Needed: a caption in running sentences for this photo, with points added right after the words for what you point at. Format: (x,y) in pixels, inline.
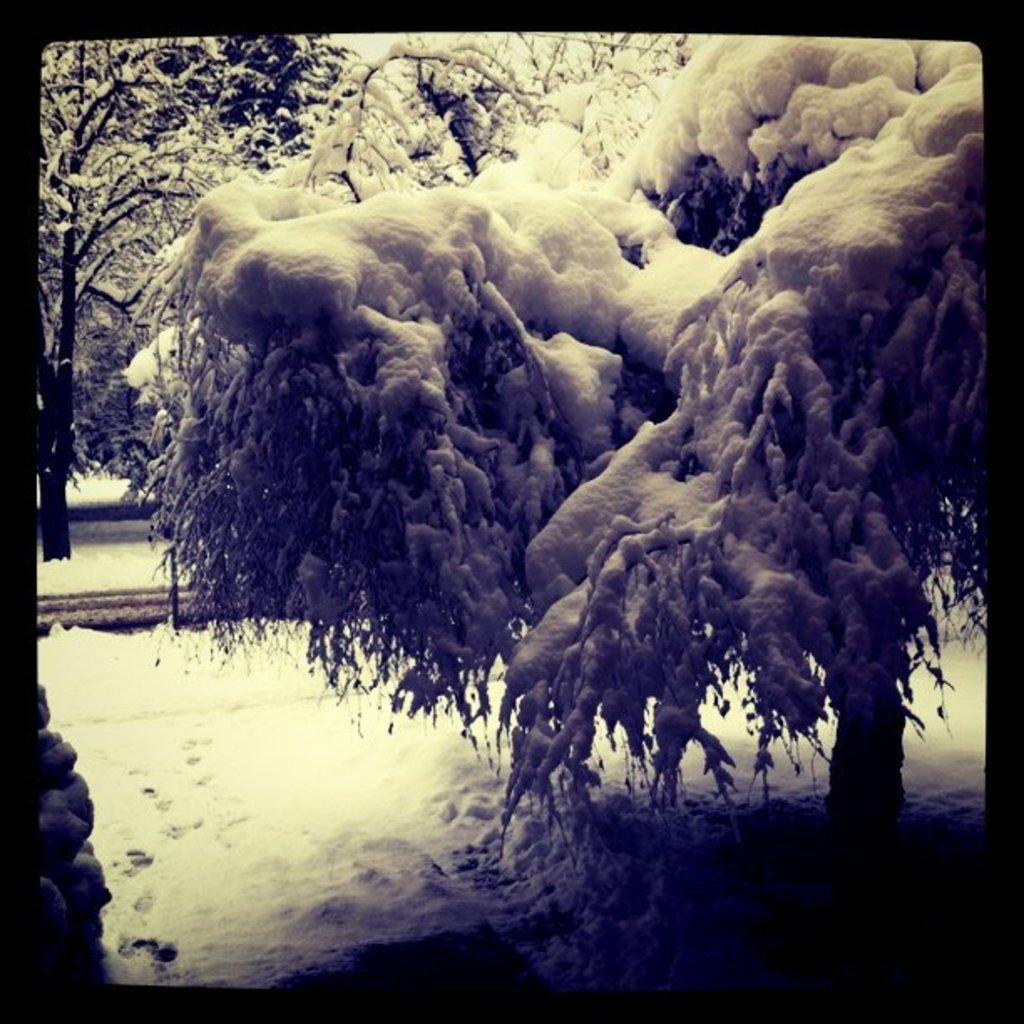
In this image we can see some trees (217,400) on which there is snow (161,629).
